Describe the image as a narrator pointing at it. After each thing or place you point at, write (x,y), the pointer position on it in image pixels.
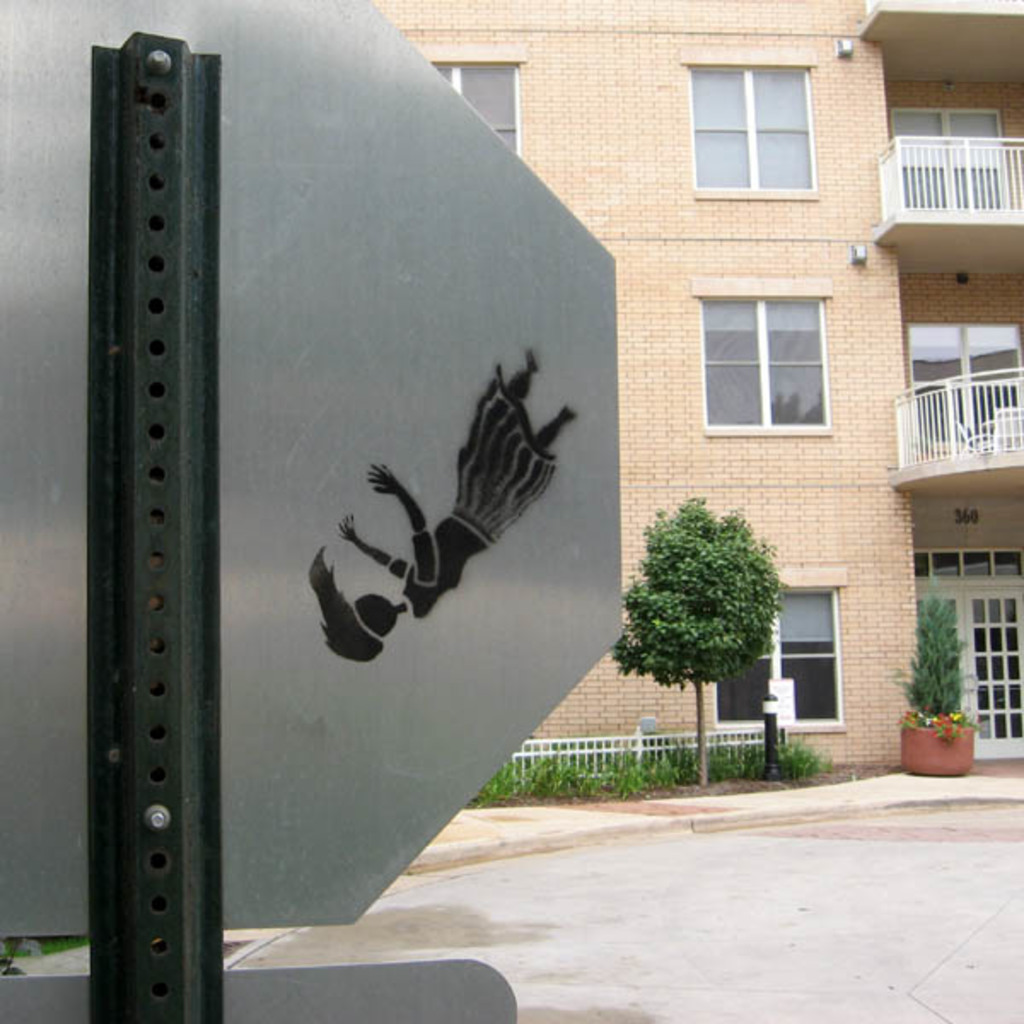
In this picture we can see the building (858,314), we can see tree (721,672), board (611,579) and the side we can see the garden (509,771).
